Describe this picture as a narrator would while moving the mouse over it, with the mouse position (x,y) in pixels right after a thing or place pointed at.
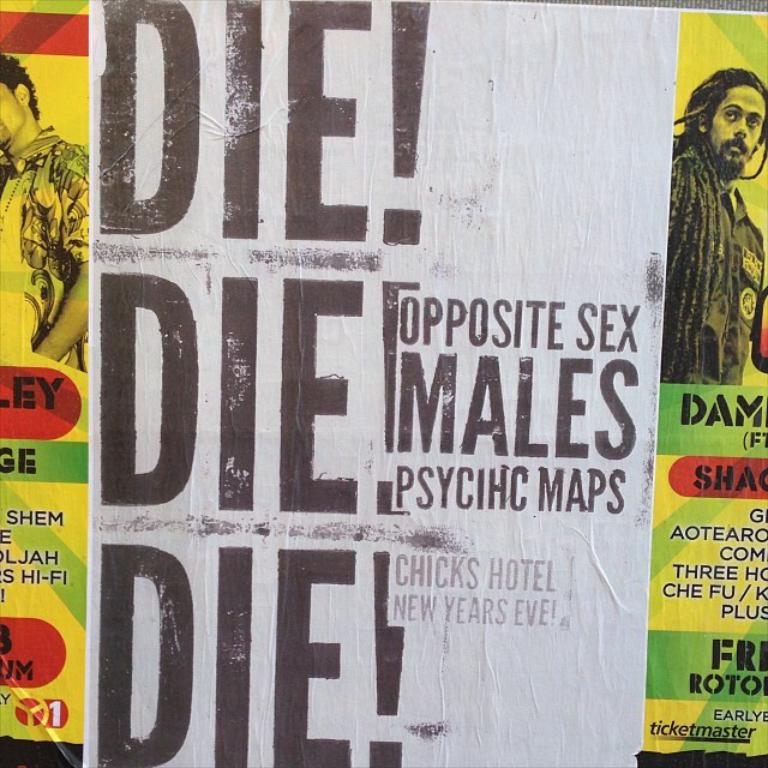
In this image there is a wall (678,3) and we can see posters (191,388) pasted on the wall (477,559).
